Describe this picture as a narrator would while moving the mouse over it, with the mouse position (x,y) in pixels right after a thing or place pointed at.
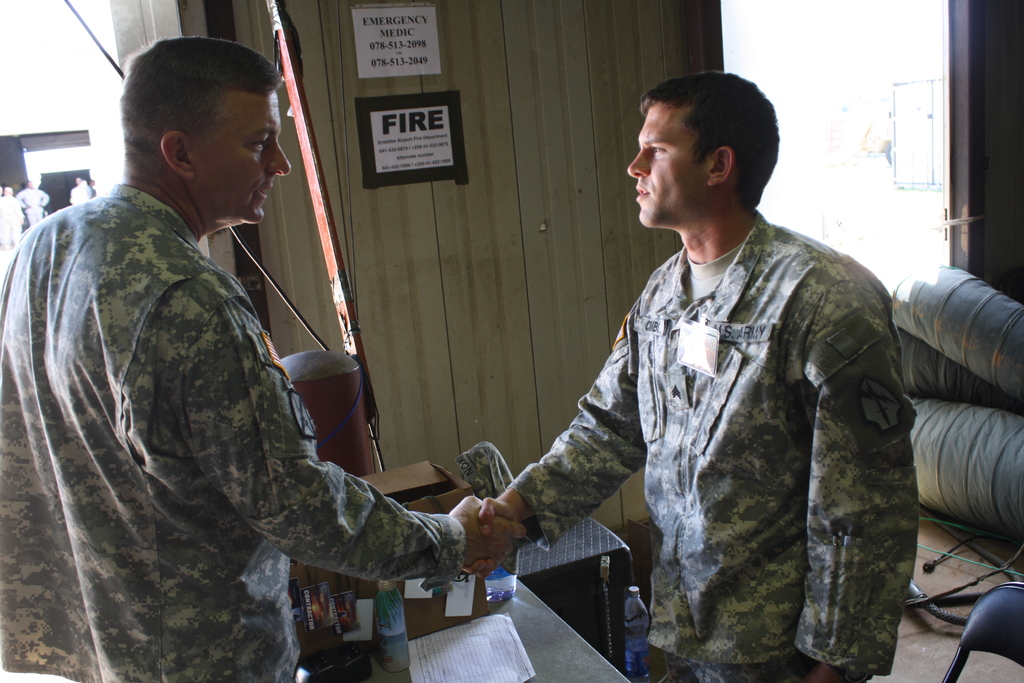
In the image there are two men (643,325) standing and shaking their hands (497,509). In middle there is a table (579,648) on table (564,647) we can see a paper (506,641), bottle (387,633) and some books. In background (460,67) there is a wall (477,67) and it is labelled as fire and left side (37,191) there are group of people (13,205) standing on right side (994,593) there is a chair (1007,595) and there is a door (972,216) which is opened.
